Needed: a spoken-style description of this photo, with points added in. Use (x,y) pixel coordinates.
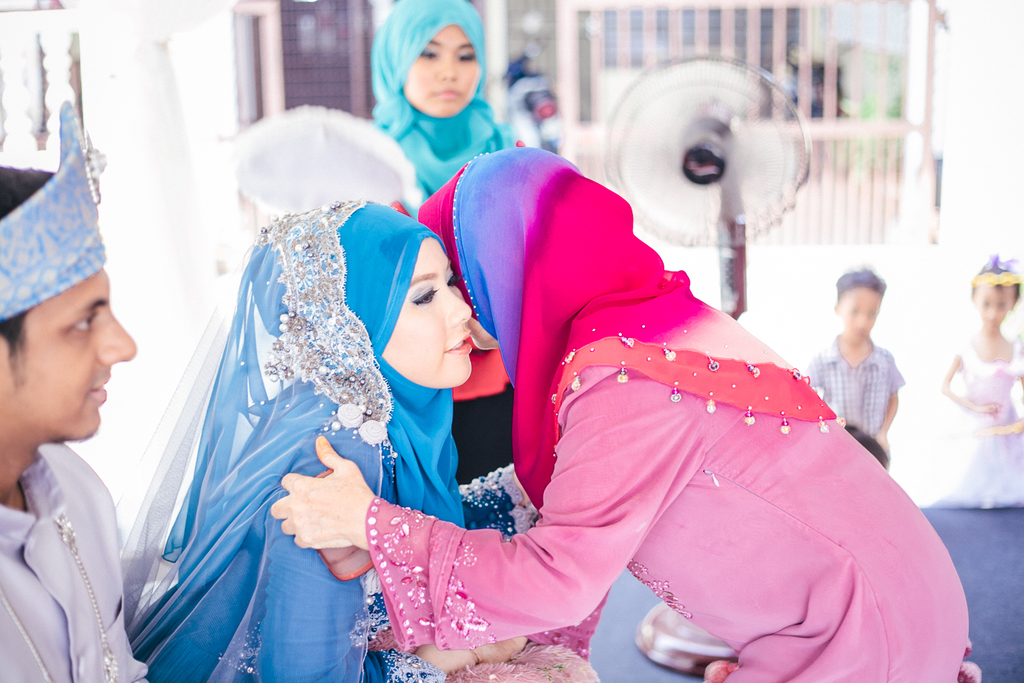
In this image we can see two ladies (722,623), i think they may be greeting to each other. In the background of the image (660,119) we can see a girl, two kids (882,367) and a fan (782,149) which are in a blur.
